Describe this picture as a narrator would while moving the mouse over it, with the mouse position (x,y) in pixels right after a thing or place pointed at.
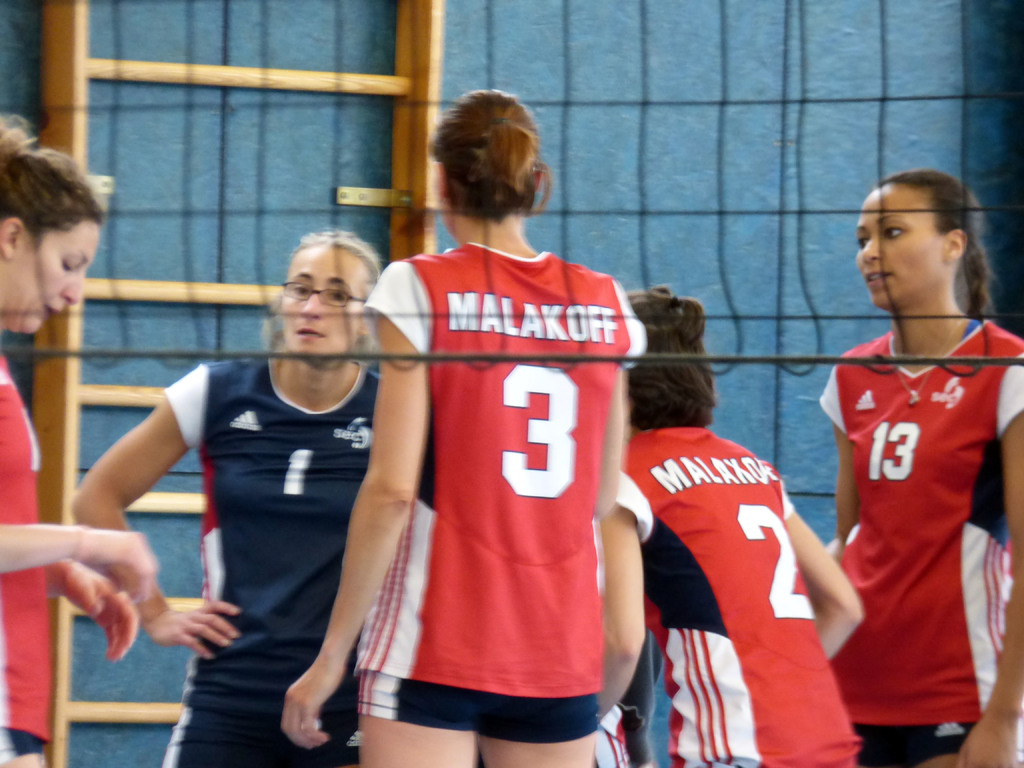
In this image we can see women (371,416) standing.
